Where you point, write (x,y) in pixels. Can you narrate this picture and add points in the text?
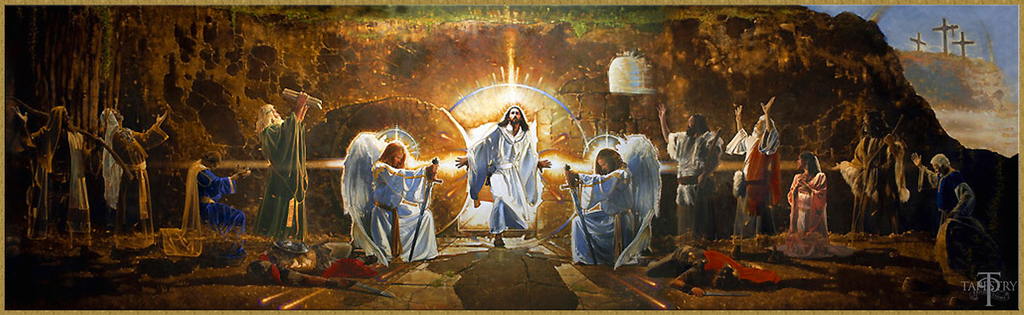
This is an animated image. In this image, we can see a group of people (709,151). In the background (475,63), we can see some rocks (304,48), plants (457,18), cross (962,42). At the top (995,35), we can see a sky (966,32), at the bottom (275,265), we can see two people (356,261) are lying on the land (830,278).
